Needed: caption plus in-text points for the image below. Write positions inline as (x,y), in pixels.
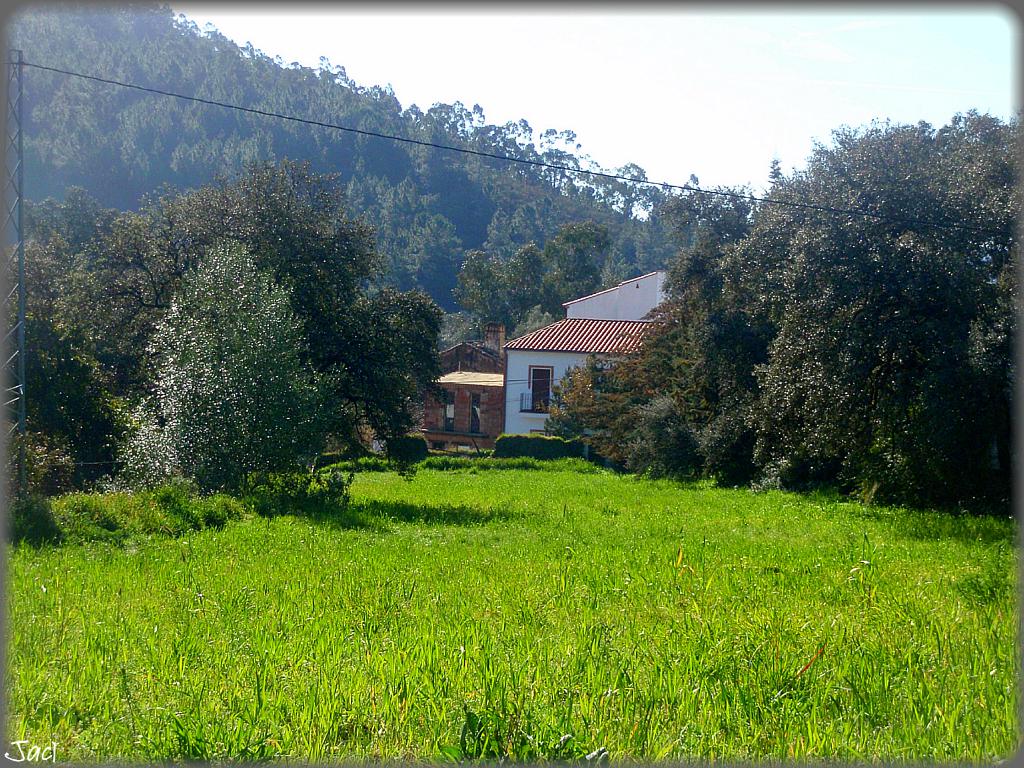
These are trees (793,284) and grass (573,613), this is house (557,370) and grass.
